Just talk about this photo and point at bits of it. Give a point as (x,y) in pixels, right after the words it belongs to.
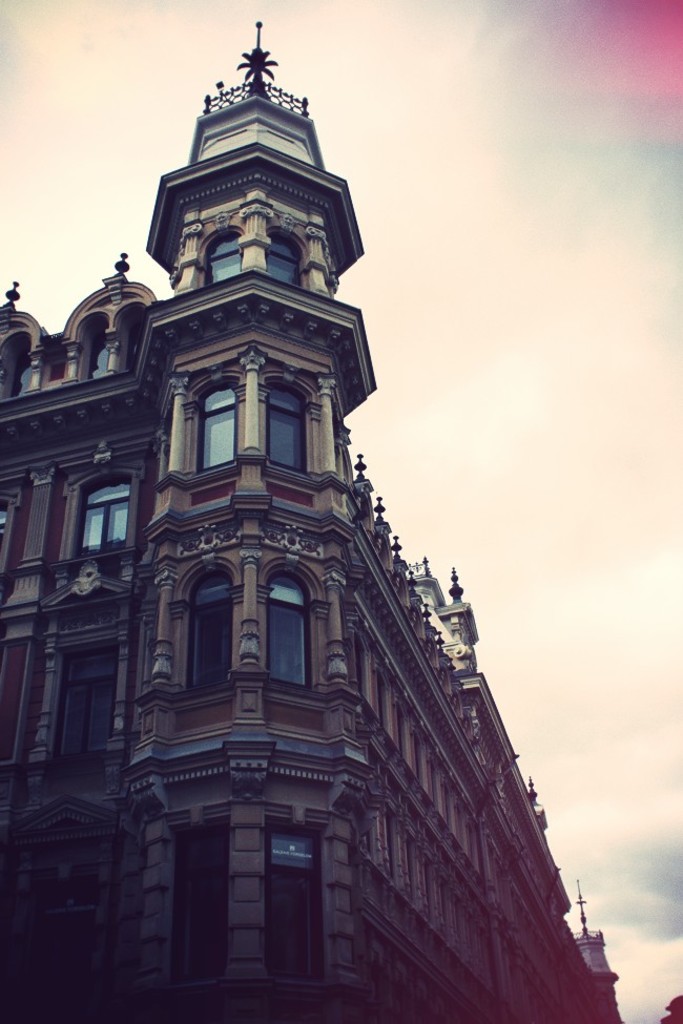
Building (303,618) with glass windows (296,643). Sky (637,945) is cloudy.
